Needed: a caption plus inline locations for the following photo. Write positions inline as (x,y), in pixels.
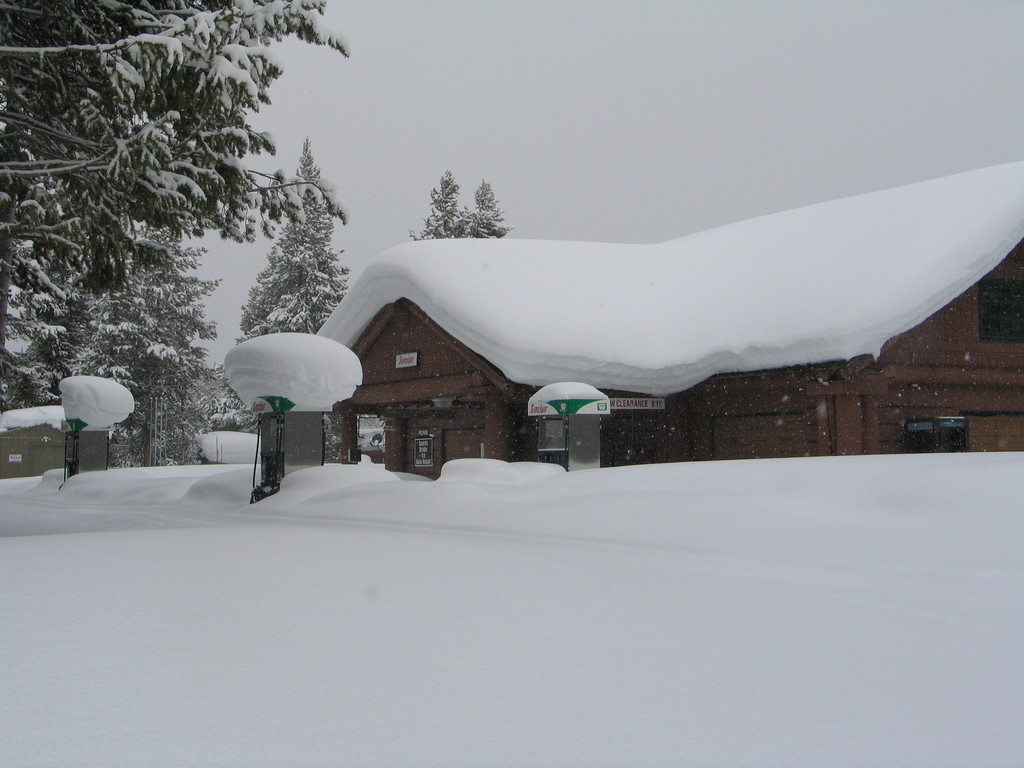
In this picture we can see snow (508,471), boxes (317,441), boards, house (402,426) and trees (15,386). In the background of the image (480,160) we can see sky (694,150).
